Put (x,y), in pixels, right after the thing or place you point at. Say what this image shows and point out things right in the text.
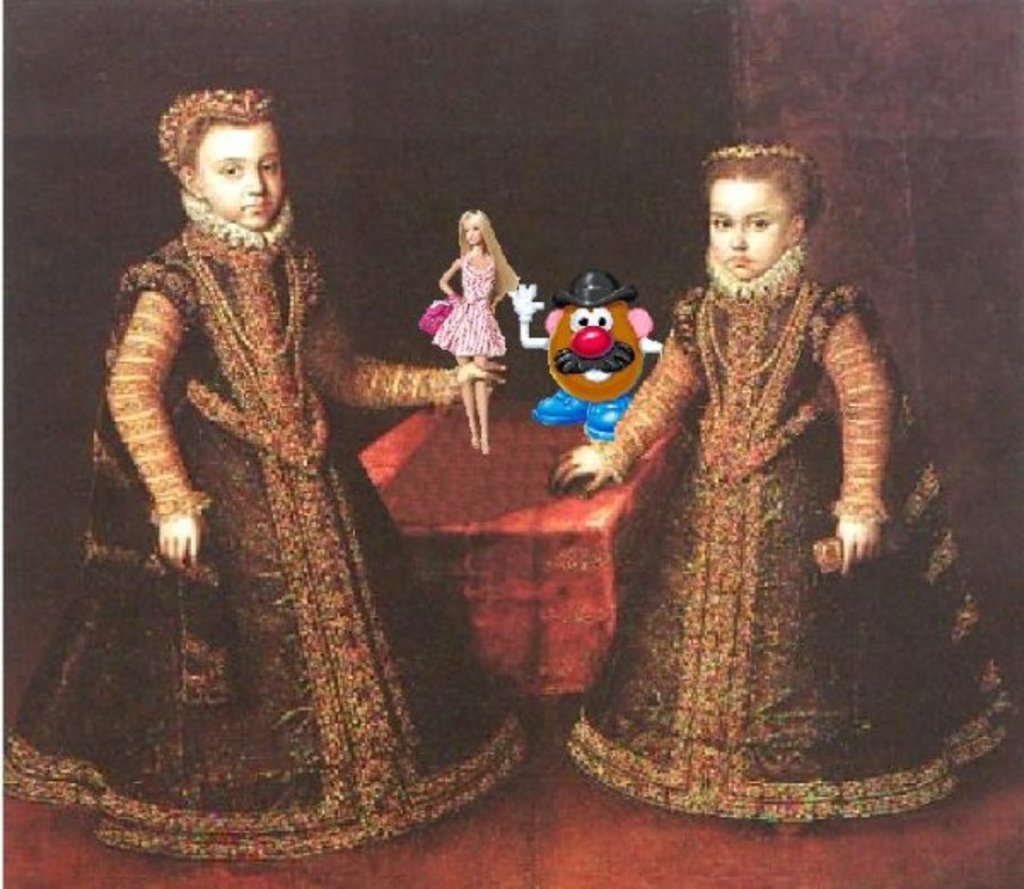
In the picture I can see two girls (381,506) are standing and holding some objects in hands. In the background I can see toys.
